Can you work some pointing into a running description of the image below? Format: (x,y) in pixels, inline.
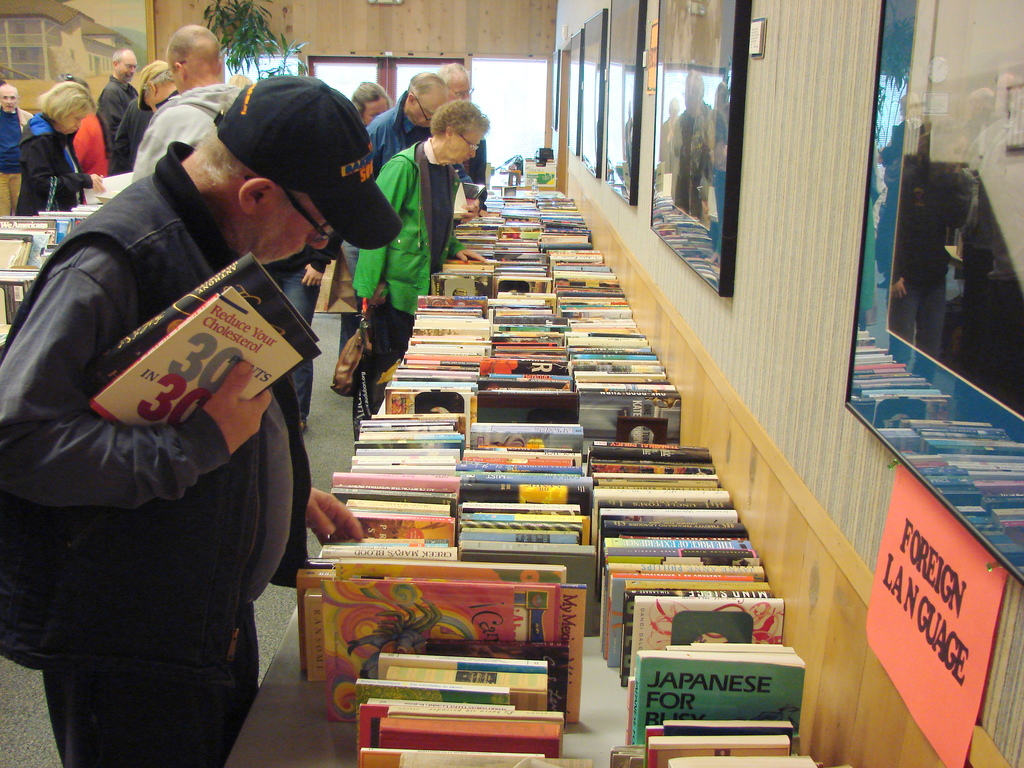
This image is taken in a bookstore (911,687) people (318,167) are seeing the books (526,412), in the right side (740,485) there is a wall (803,465) to that wall (846,450), there are some photo frames (727,131) in the background (297,21) there is another wall (368,28) to that wall (352,32) there is a door (346,67).
